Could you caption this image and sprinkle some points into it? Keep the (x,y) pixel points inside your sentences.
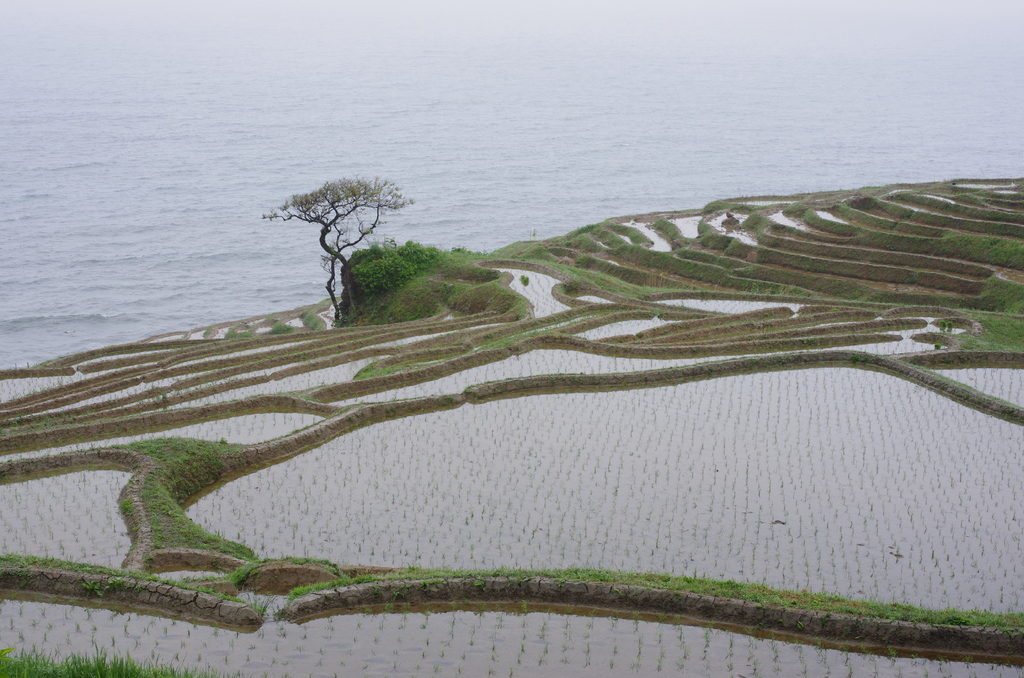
In this image I can see there are crops (492,529) with water (447,530), in the middle (365,242) it is a tree (339,250) and this is water (384,125).
